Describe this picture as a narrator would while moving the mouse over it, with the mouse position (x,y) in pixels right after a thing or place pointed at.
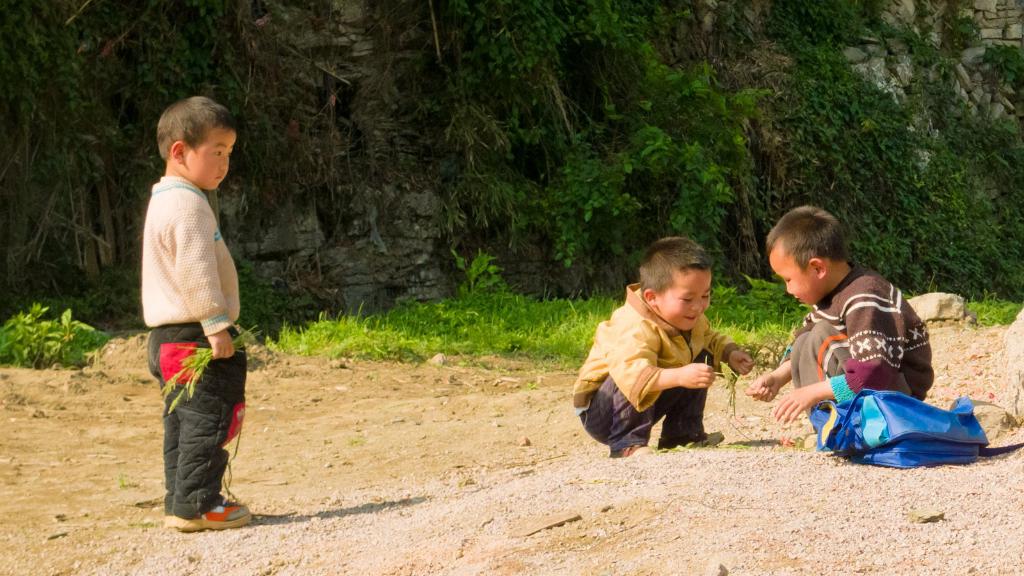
On the right side (806,376) there are two boys (663,353) sitting on the ground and smiling. Beside these boys (819,337) there is a blue color bag (911,434). On the left side (213,340) another boy (210,368) is standing and looking at these boys (685,334). In the background (546,322) there is grass (409,336) on the ground (440,372) and also I can see a rock (385,245).
